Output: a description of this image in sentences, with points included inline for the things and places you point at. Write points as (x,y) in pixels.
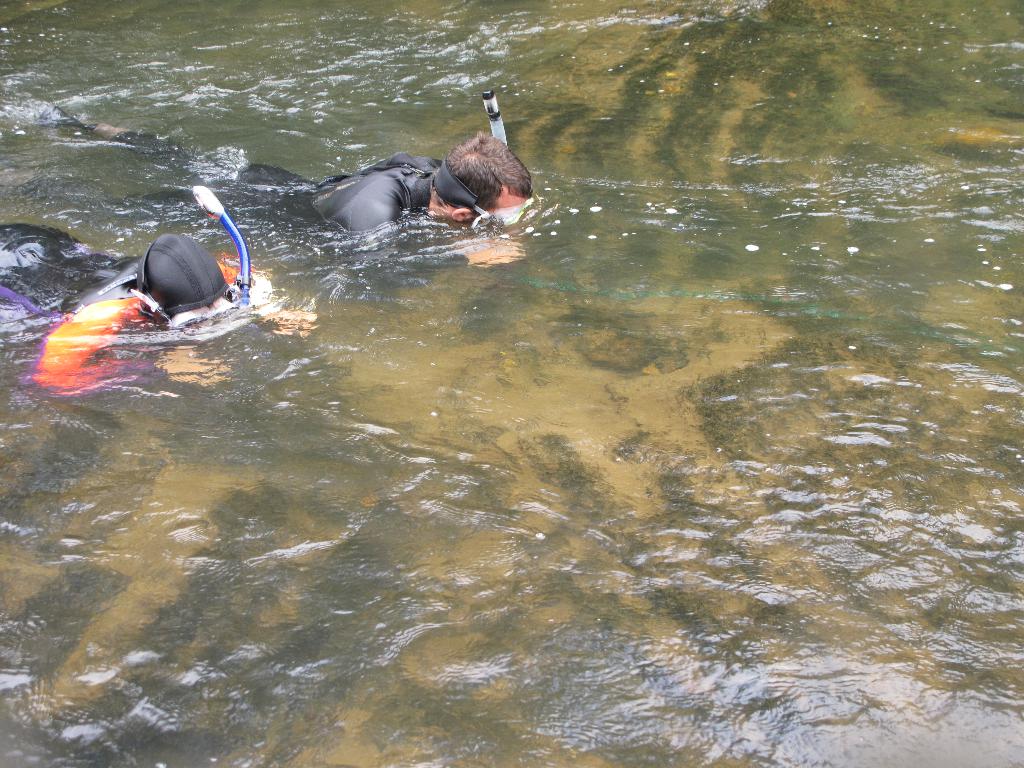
In this picture we can see two persons (178,299) swimming in the water (434,239), at the bottom (518,704) there is water (300,595), these two persons (431,214) wore swimsuits (347,203).
